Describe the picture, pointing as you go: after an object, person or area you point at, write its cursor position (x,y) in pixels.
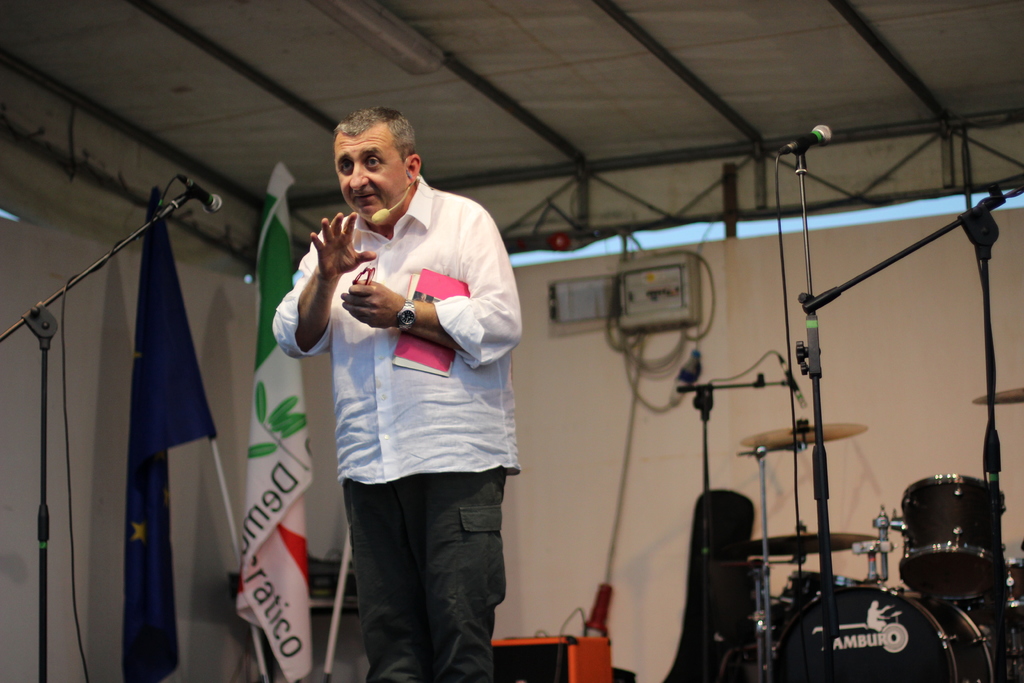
In the middle of the image (382,235) there is a man (421,321) with mic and holding a book (403,339) in his hand (372,288) is standing. On the right side of the image (935,559) there are musical instruments (840,585) and mics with stands (801,196) and wires (796,481). On the left side of the image (39,373) there is a mic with stand (46,333). Behind the man (421,599) there are few boxes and wires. In the background (660,277) there is a wall (707,294) with boxes (628,312) and wires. At the top of the image (594,127) there is roof (630,122) with rods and lights (381,49).
